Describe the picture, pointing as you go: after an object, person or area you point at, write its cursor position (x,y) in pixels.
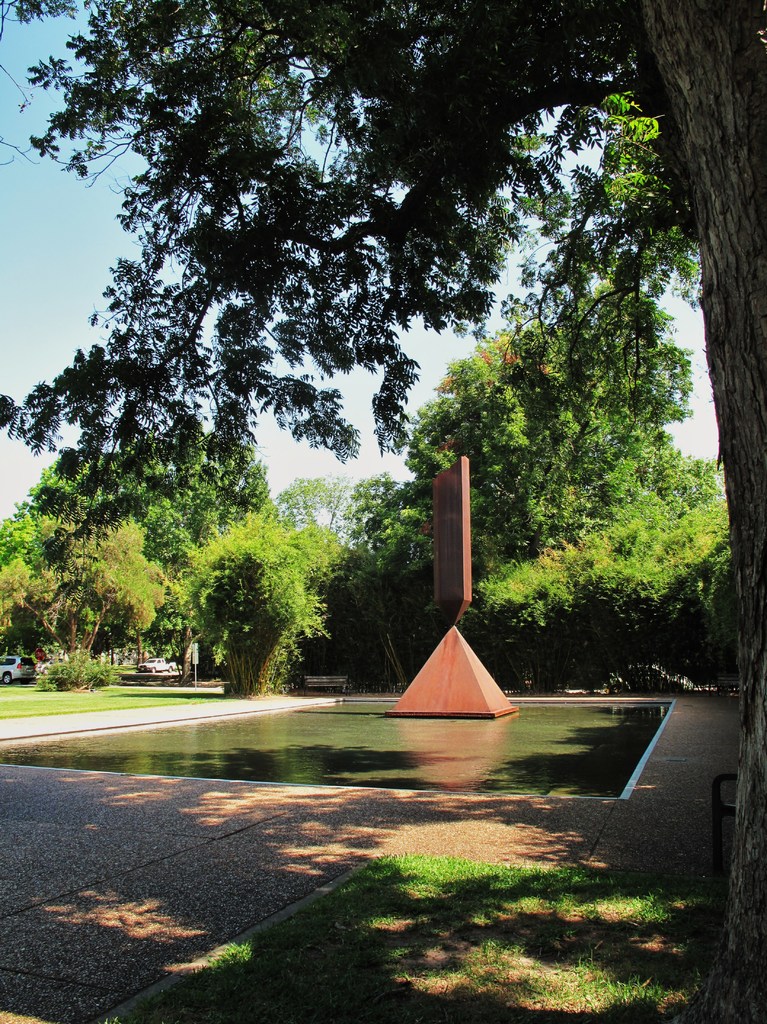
In the center of the image (464,532) we can see the pool (414,724), board (441,654), water (384,726). In the background of the image (91,679) we can see the trees (217,602), some vehicles (10,663), boards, grass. At the bottom of the image (516,814) we can see the ground (489,817) and a chair (713,808). At the top of the image (70,222) we can see the sky (48,210).
